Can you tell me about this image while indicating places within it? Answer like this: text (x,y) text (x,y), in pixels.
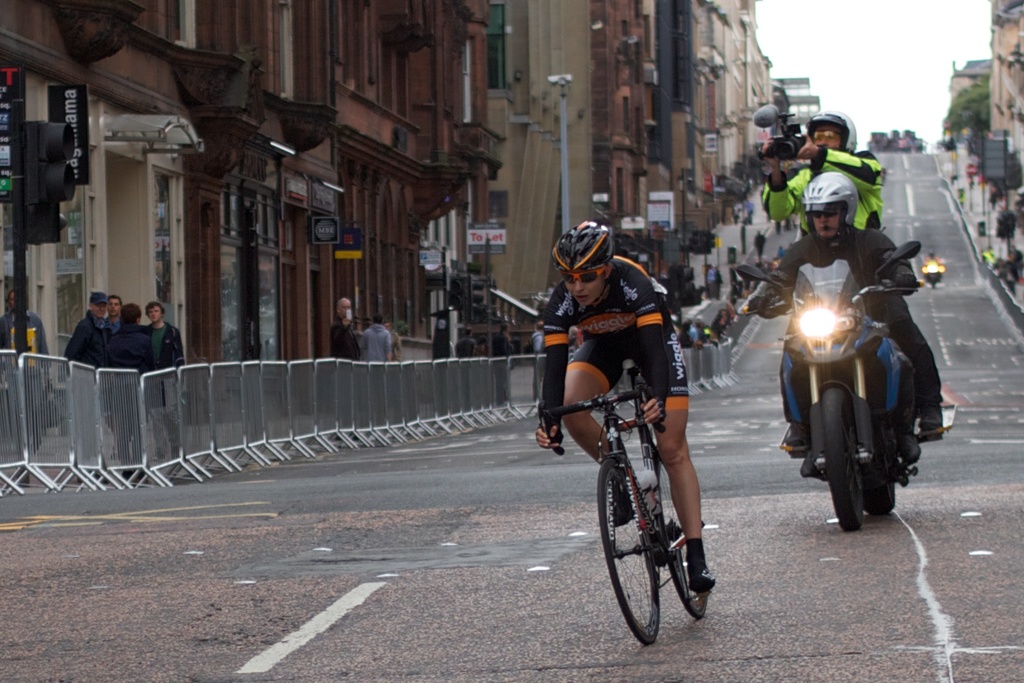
This woman (557,333) wore helmet (601,242) and riding a bicycle (609,520). This man (860,253) is riding a motor bike (827,310), back side of this man (845,211) other man (862,217) is holding a camera (794,140). We can able to see number of buildings (526,102) and persons (382,331). This is signal light pole (24,242). Far there is a tree (951,112).
